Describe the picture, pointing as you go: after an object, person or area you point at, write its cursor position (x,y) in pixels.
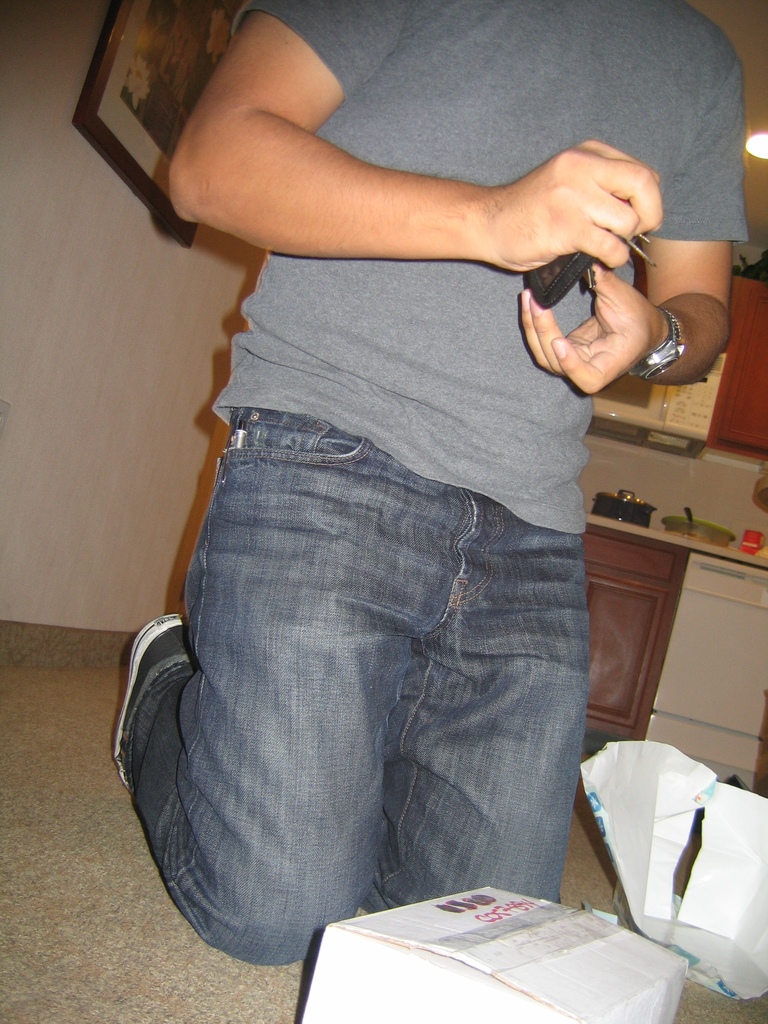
In this picture I can see a man (322,723) sitting on his knees (492,850), there is a cardboard box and a bag (624,868) on the floor (37,709), there are some objects (610,501) on the cabinet (666,575), there is a microwave oven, light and there is a frame (175,66) attached to the wall (147,518).
